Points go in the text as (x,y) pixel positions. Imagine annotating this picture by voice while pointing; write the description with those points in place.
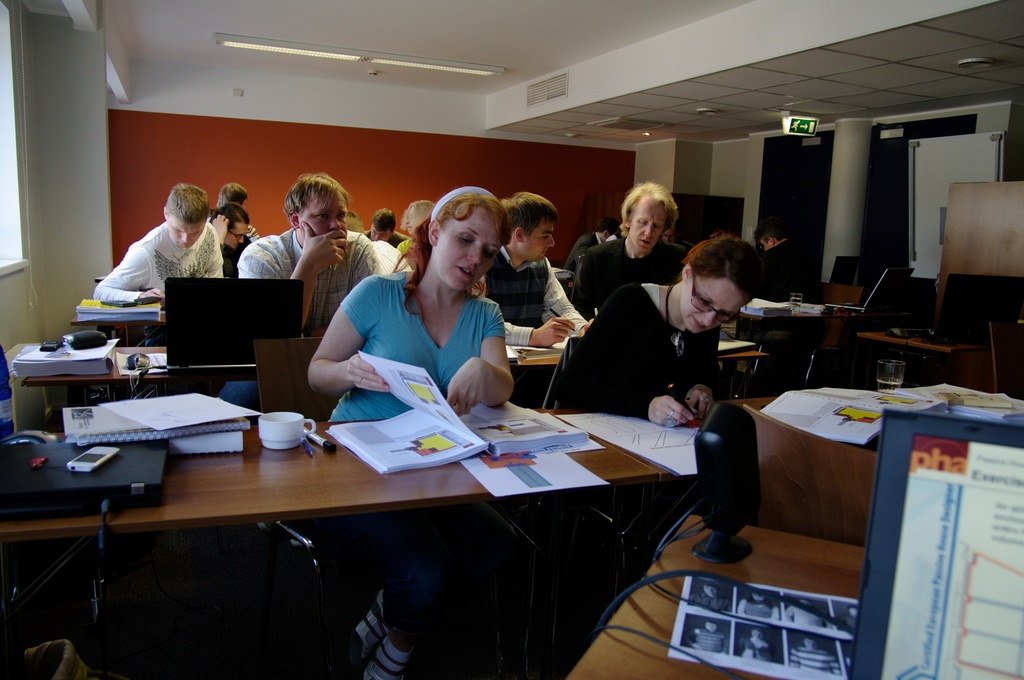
There are group of people (357,284) sitting on the chairs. This is a table (332,496). There is a cup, laptop (128,459), mobile phone (101,463), books (226,438), and some other objects (586,475) placed on the table (412,498). This is a ceiling light (385,64) which is on the roof top (823,100). This is a sign board (796,132) which shows the directions. This is a pillar (852,209). I can see a tumbler (886,383) placed on the table (881,388).
